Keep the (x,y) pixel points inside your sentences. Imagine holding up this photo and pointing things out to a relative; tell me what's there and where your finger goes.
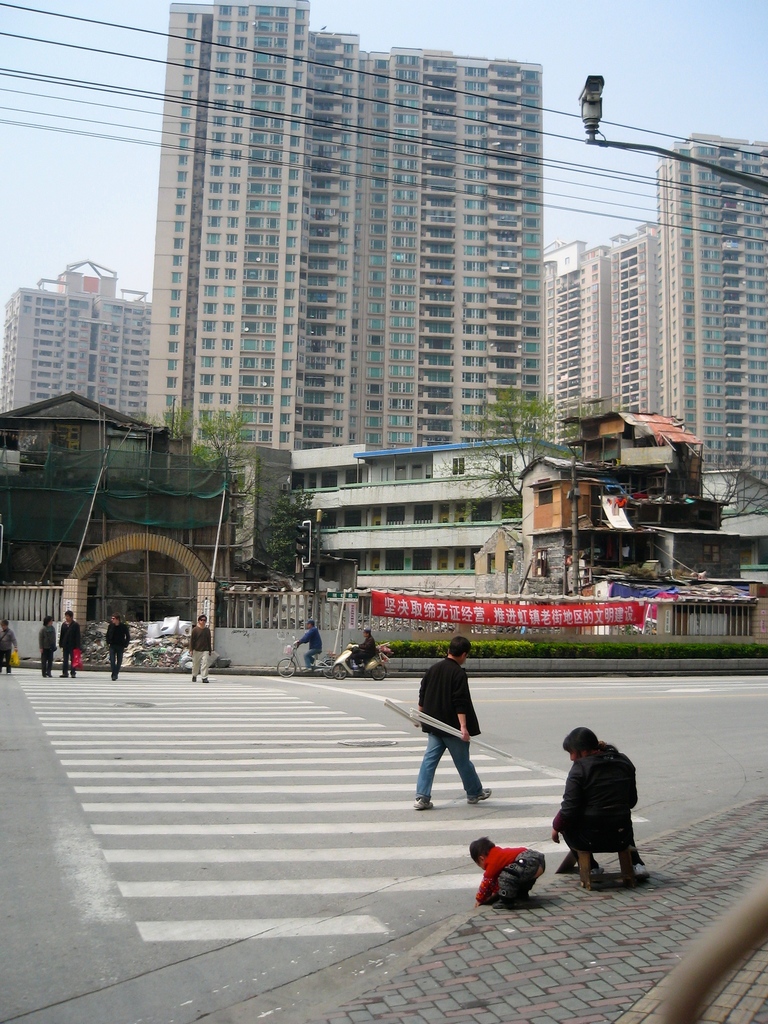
As we can see in the image there are few people (440,736) here and there, trees (203,450), buildings (392,468), wires (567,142), camera (600,108) and sky (613,103).
